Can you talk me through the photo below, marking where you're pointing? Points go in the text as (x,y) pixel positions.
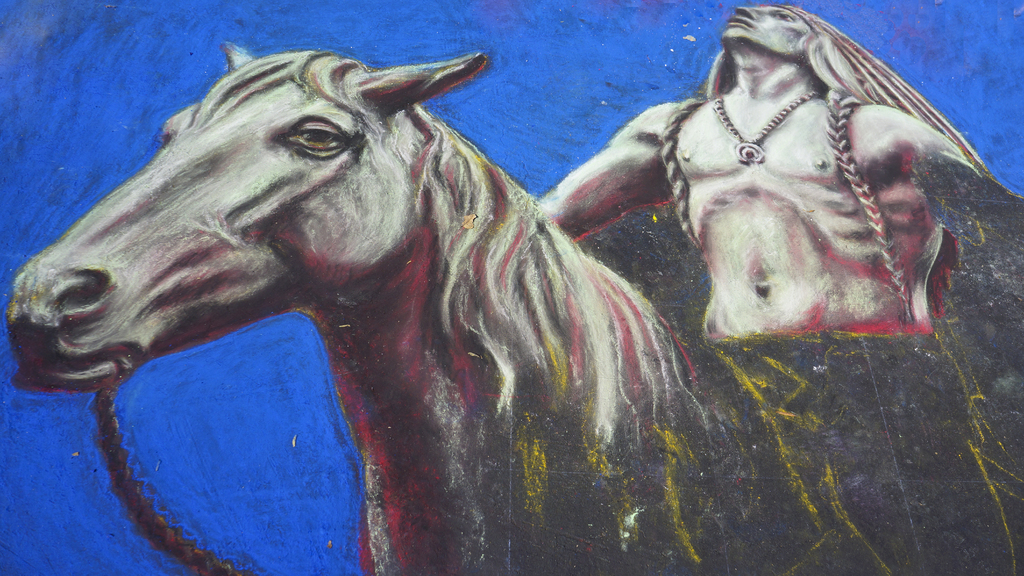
This is a painting and here we can see a person (757,224) on the horse (543,332).
